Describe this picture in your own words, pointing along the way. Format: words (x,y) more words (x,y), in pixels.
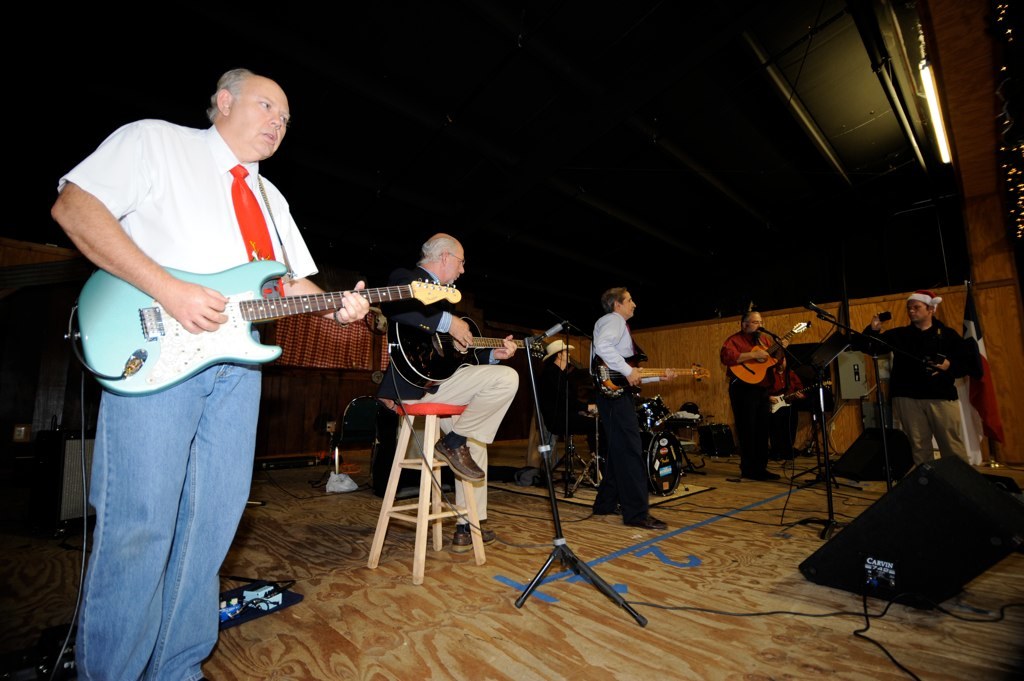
In this image we can see a man (205,429) wearing white shirt (211,227) and blue jeans (198,471) is holding a guitar (216,334) in his hand (211,320) and playing it. There are few more people (472,433) holding guitar (797,324) and playing it. This man (555,365) in the background (569,373) wearing a hat (555,348) is playing the drums (656,433).
